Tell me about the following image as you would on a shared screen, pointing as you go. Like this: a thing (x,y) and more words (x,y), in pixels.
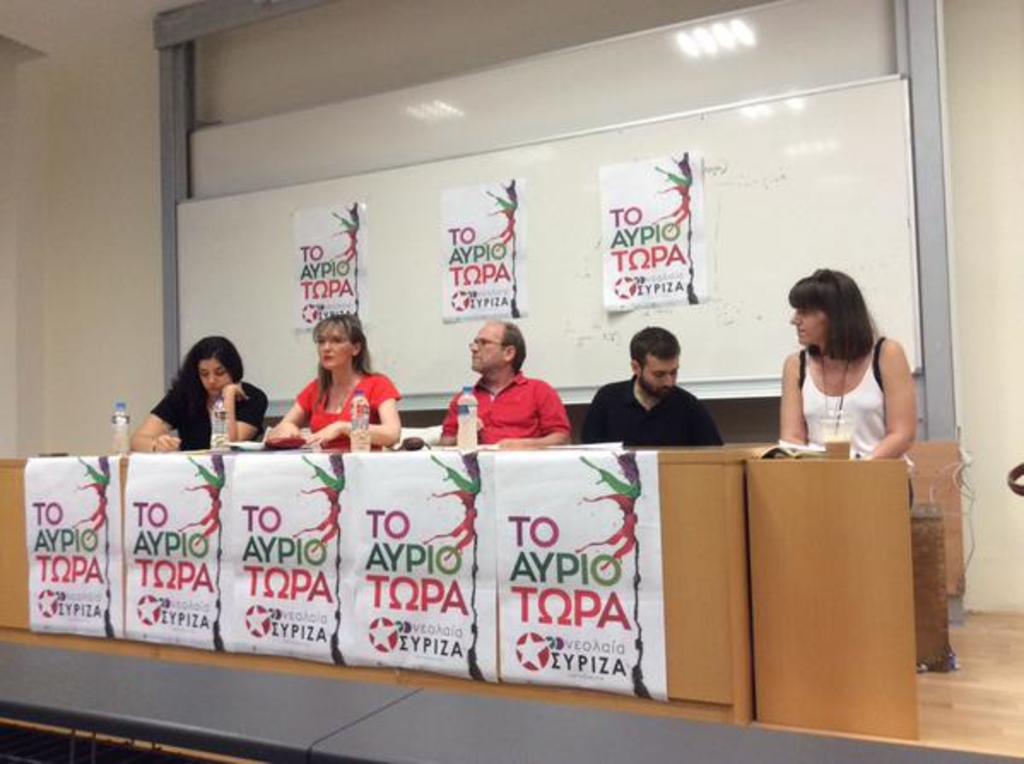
In this picture I can see there are a few people (649,418) sitting on the chairs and they have a table (557,547) in front of them, there are a few posters (315,577) pasted on the table (256,663) and in the backdrop (762,207) there is a white board (550,240) and there are a few posters (487,253) pasted on it.
